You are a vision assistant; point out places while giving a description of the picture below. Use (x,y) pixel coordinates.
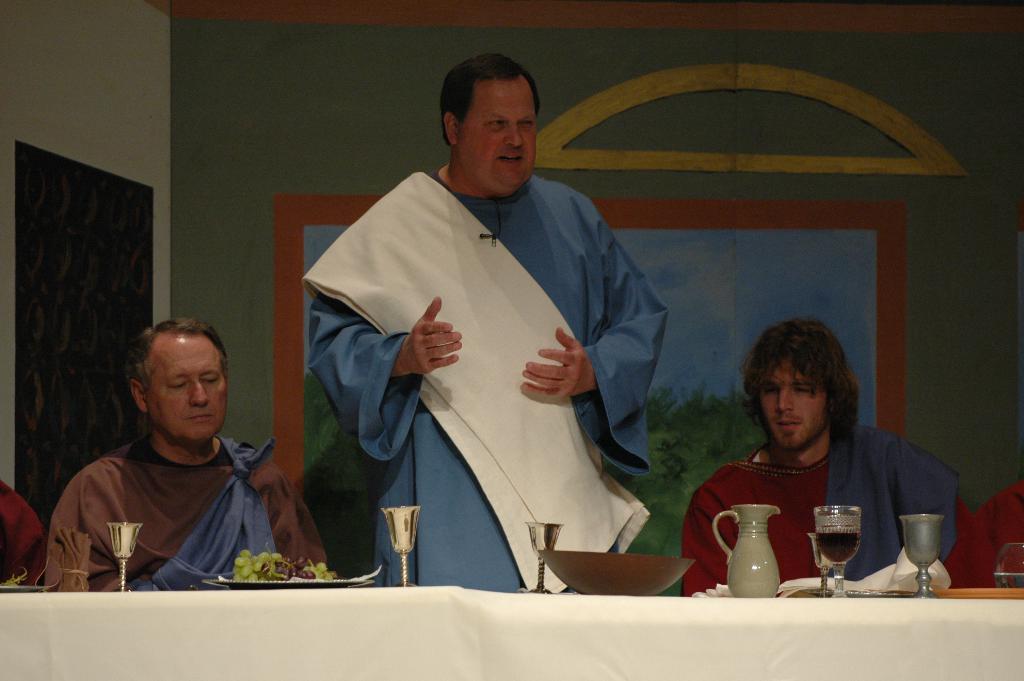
In this image there is a person (491,299) wearing a white cloth (467,290) is standing. Few people (280,472) are sitting. Before them there is a table (582,612) having a plate (251,584), glasses (401,540), jar (737,588) and few objects (724,587) on it. The plate (289,580) is having few fruits (247,553). Background (247,331) there is a wall (272,280) having some paintings (103,366).
